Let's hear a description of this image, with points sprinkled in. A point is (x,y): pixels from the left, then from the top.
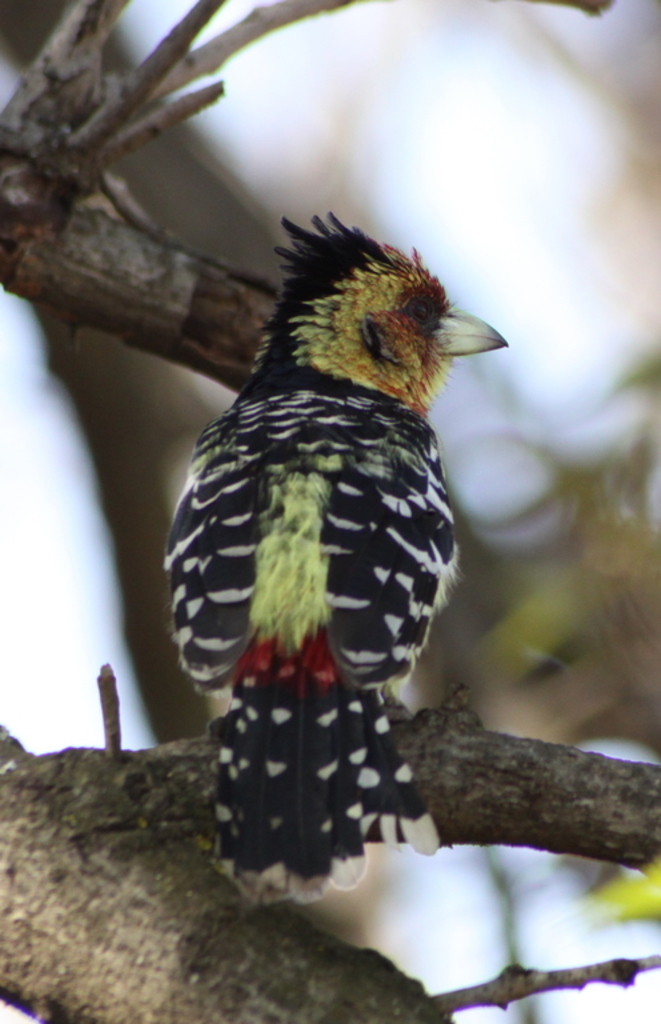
In this image there is a bird (227,733) standing on the branch (210,749) of a tree (144,326), and there is blur background (555,95).
